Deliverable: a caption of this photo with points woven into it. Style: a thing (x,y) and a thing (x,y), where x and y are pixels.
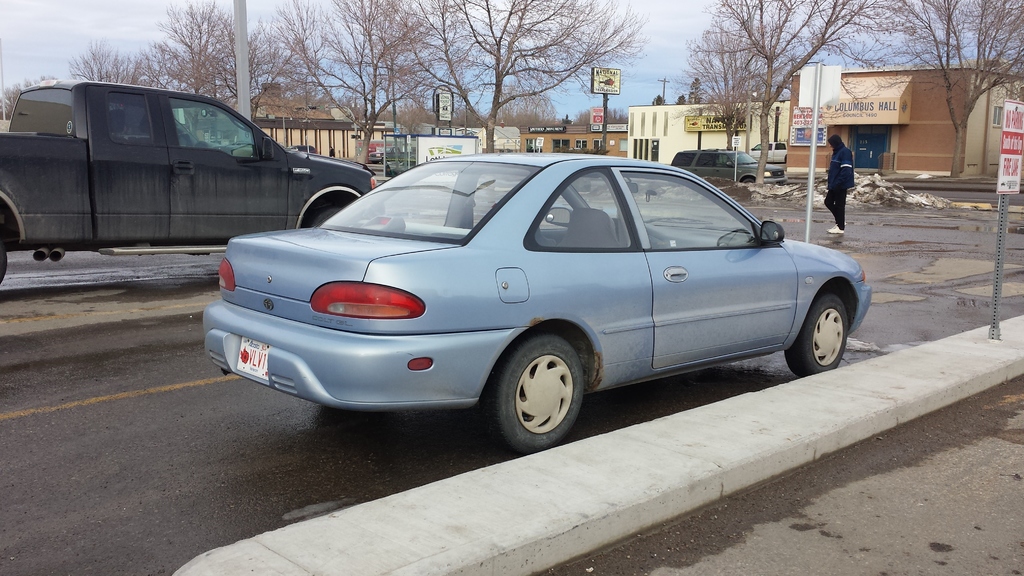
This image consists of cars (388,246) on the road (748,207). In the front (589,277), the car (509,279) is in blue color. It is parked at the curb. On the right (845,187), there is a man (834,171) walking. In the background (455,84), there are trees (487,118) and small houses (878,108).
